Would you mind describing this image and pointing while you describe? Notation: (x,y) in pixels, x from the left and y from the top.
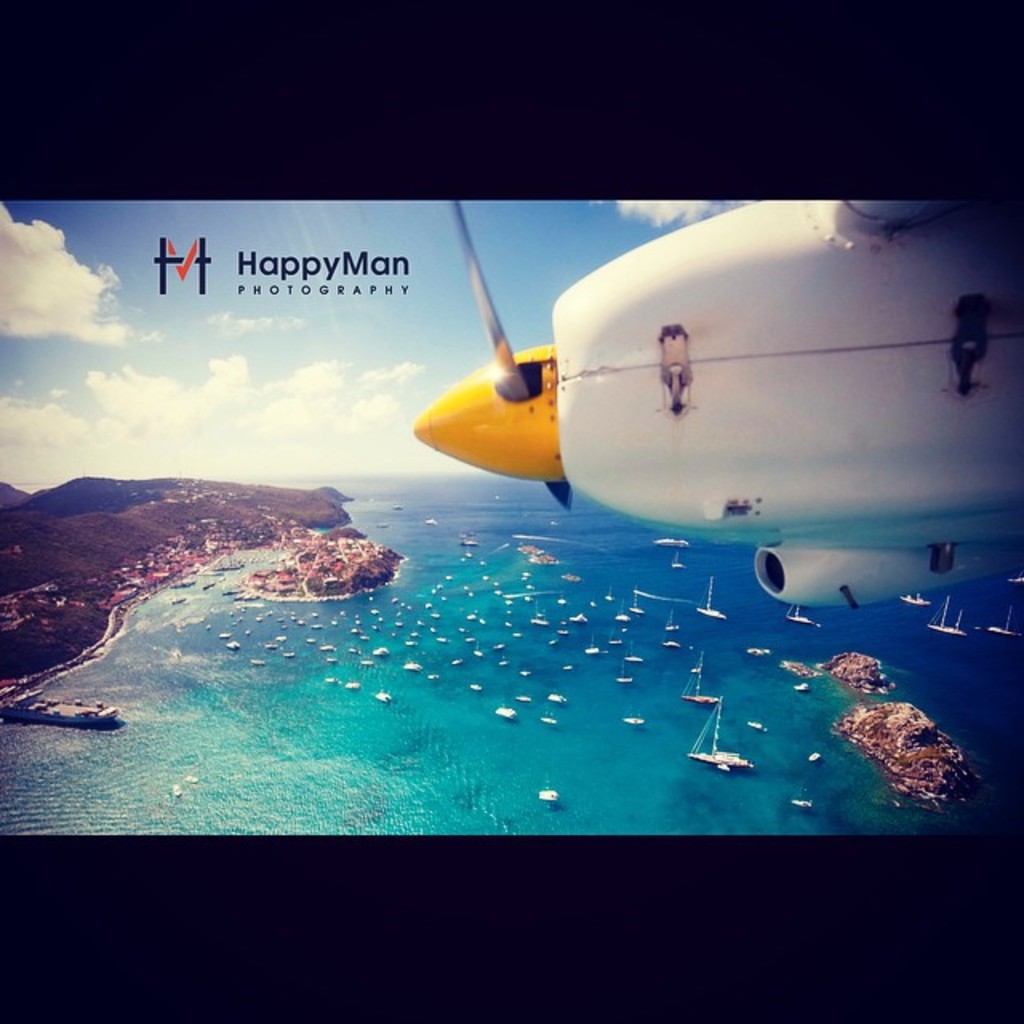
In this image I can see there is an aircraft (779,320) and some text (327,271) written on the picture. And there are boats (716,614) in a water (530,580). There is a mountain (186,521) and a sky (244,360).
